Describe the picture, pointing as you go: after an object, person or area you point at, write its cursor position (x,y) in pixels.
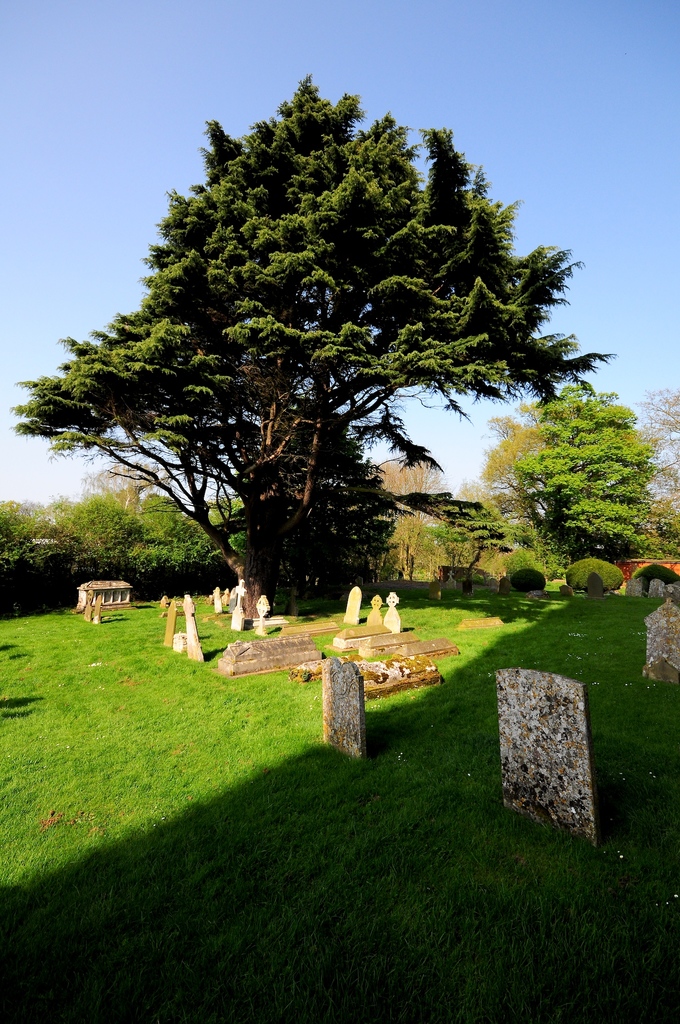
In this picture there is greenery (291,502) and graves (337,659) in the image.
